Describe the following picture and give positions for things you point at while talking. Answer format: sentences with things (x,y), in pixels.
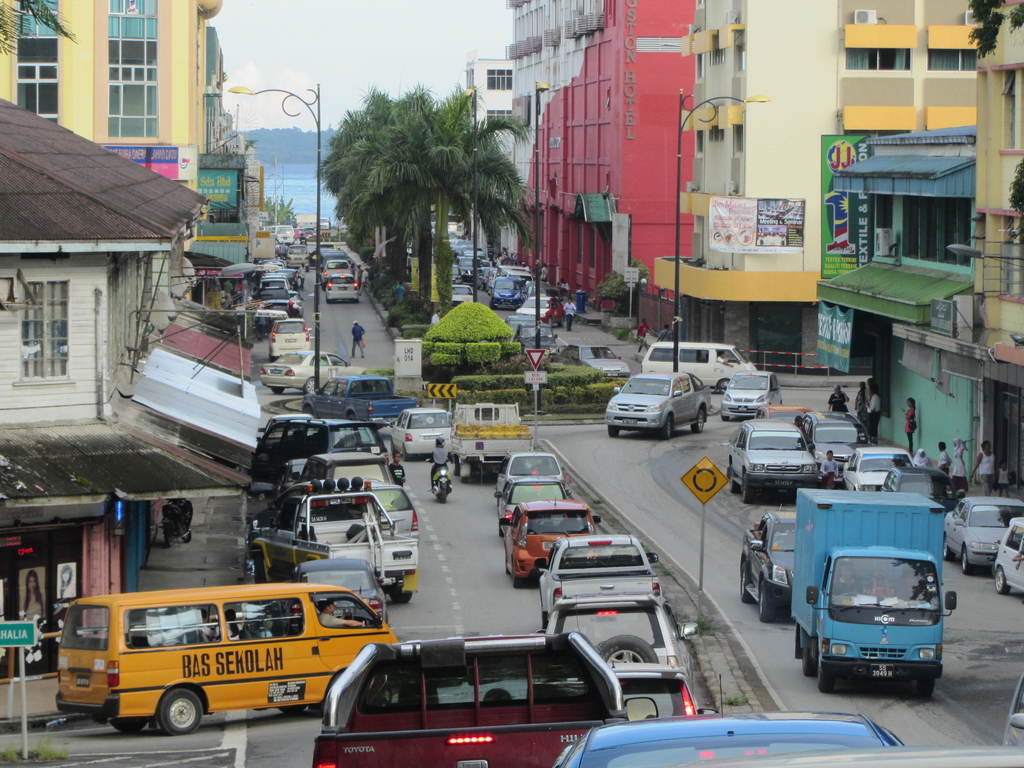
In the center of the image (372,335) there is a road (426,617) and we can see buses (309,646), bikes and cars (514,507) on the road (979,704). On the right (983,459) there are people (955,454) standing. In the background (319,361) there are trees (397,173), poles (319,371), buildings (671,274), boards (789,242) and sky (400,50).
